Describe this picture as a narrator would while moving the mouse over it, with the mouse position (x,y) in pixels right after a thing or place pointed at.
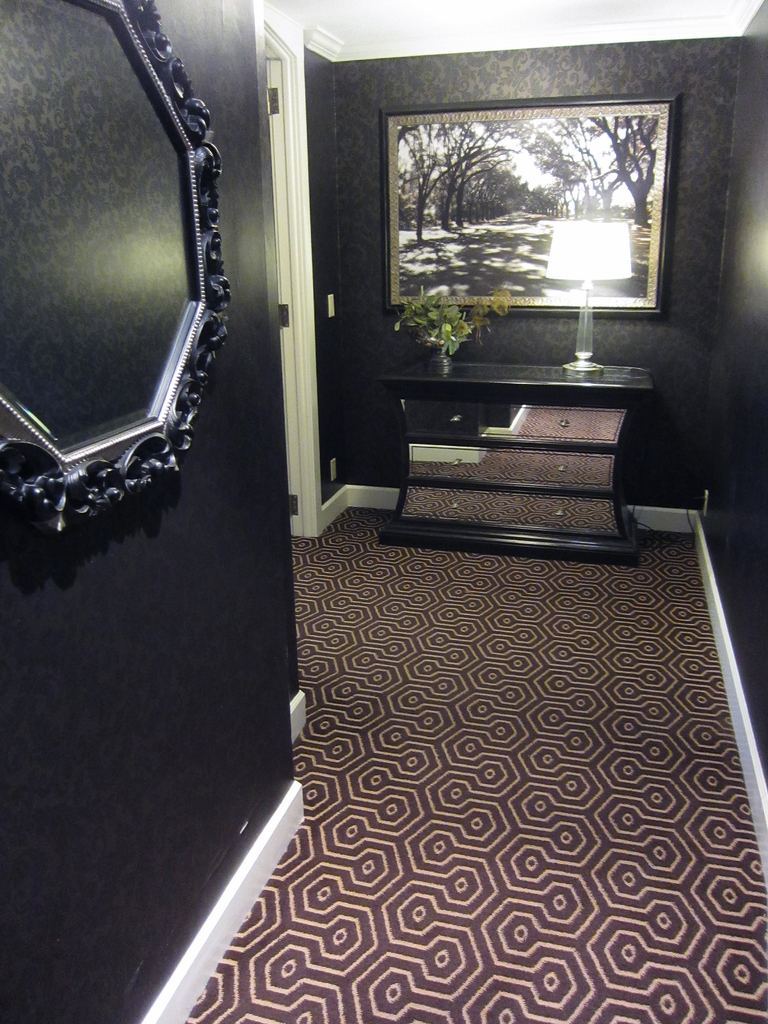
We have a carpet (582,746) on the floor (527,861) and to the left side (60,743) we have black wall (75,556) with a mirror (47,336) and also we have door (297,407) to the left side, also we have a photo frame (583,190), a lamp (603,275) and a small plant (481,305) into the right we have wall (758,565).
